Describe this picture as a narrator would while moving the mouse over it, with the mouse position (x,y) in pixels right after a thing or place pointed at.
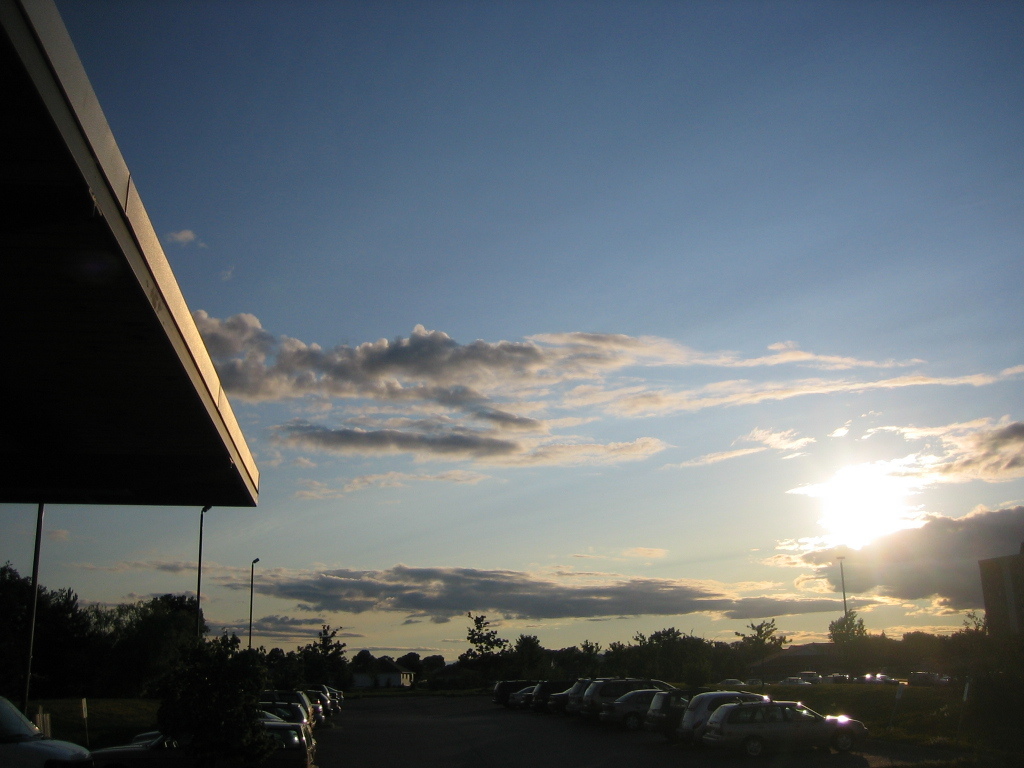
On the left side (184,435), there is a roof (76,316) of a shelter (73,315). Under this roof (160,499), there are vehicles (154,759) parked, there are trees (250,680) and poles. On the right side (925,670), there are vehicles (499,694), trees (662,657) and plants (973,692). In the background (715,669), there are trees (479,625), a building (388,670) and there are clouds (614,607) and a sun (894,515) in the blue sky (731,351).
